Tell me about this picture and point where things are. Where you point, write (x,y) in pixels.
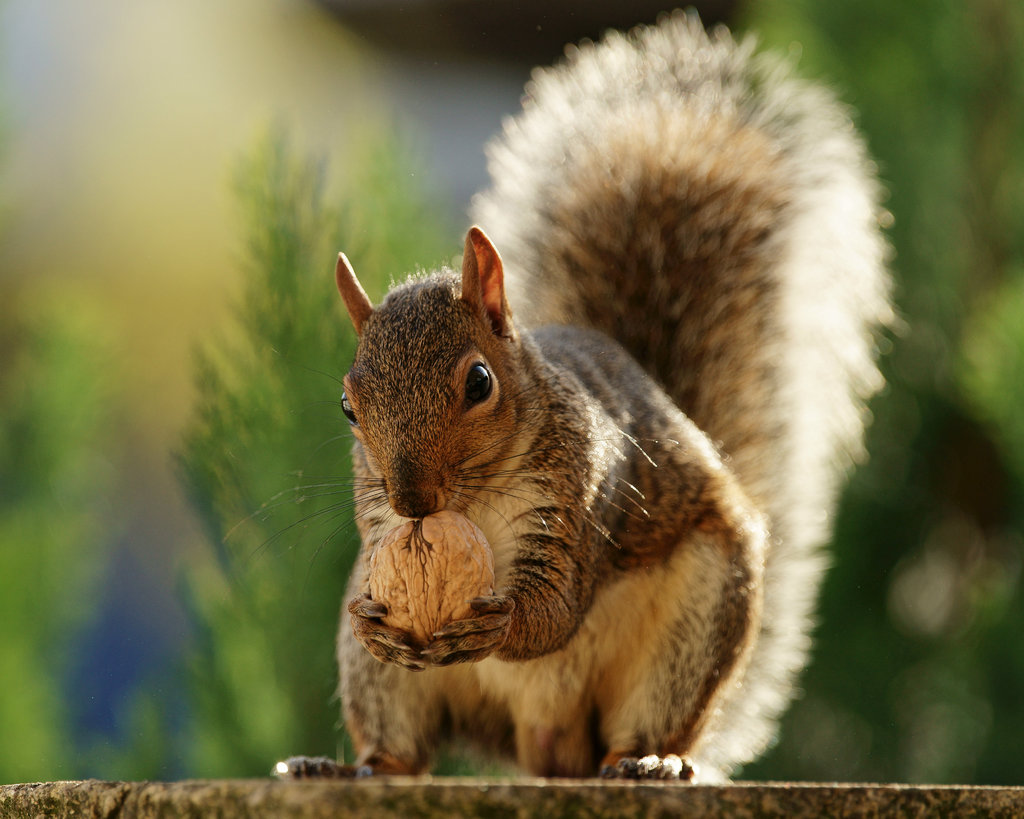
In the image there is a squirrel (540,276) holding a nut (443,538), the background of the squirrel (688,482) is blur.
